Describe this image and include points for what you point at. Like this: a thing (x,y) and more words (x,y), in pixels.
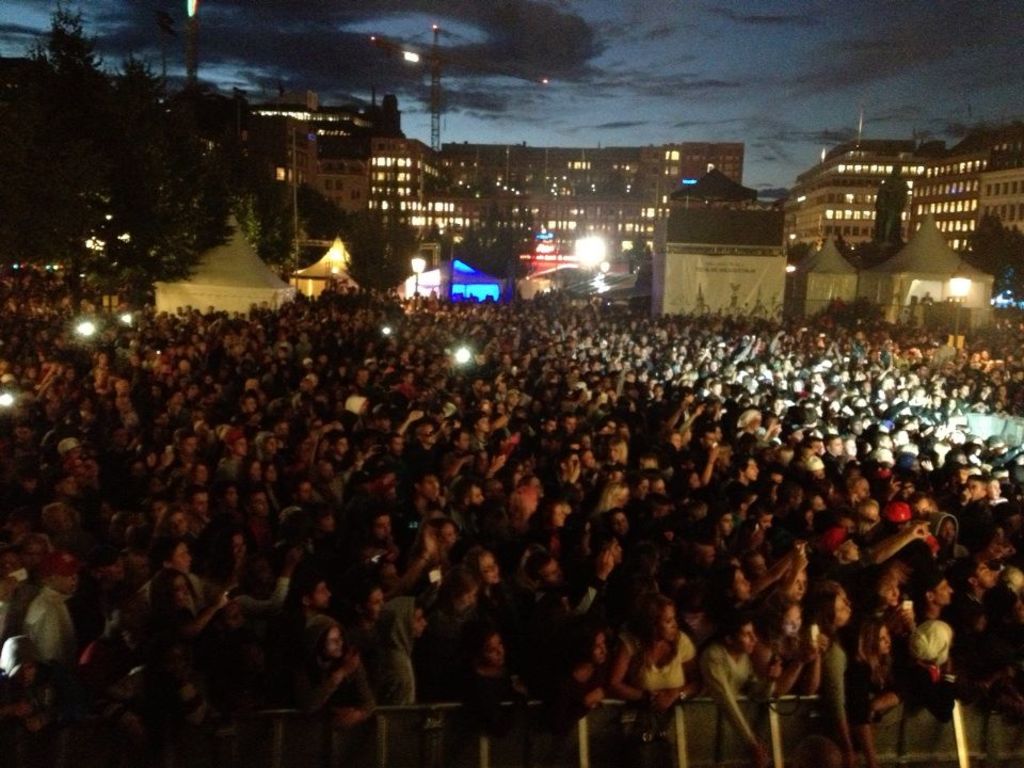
There are group of people (634,333) standing. These are the kind of barricades (703,756). I can see the canopy tents (494,285). These are the buildings (565,174) with windows (457,209) and lights (429,208). This looks like a tower crane (436,64). These are the trees (143,186). I can see the clouds (480,88) in the sky (689,78).
